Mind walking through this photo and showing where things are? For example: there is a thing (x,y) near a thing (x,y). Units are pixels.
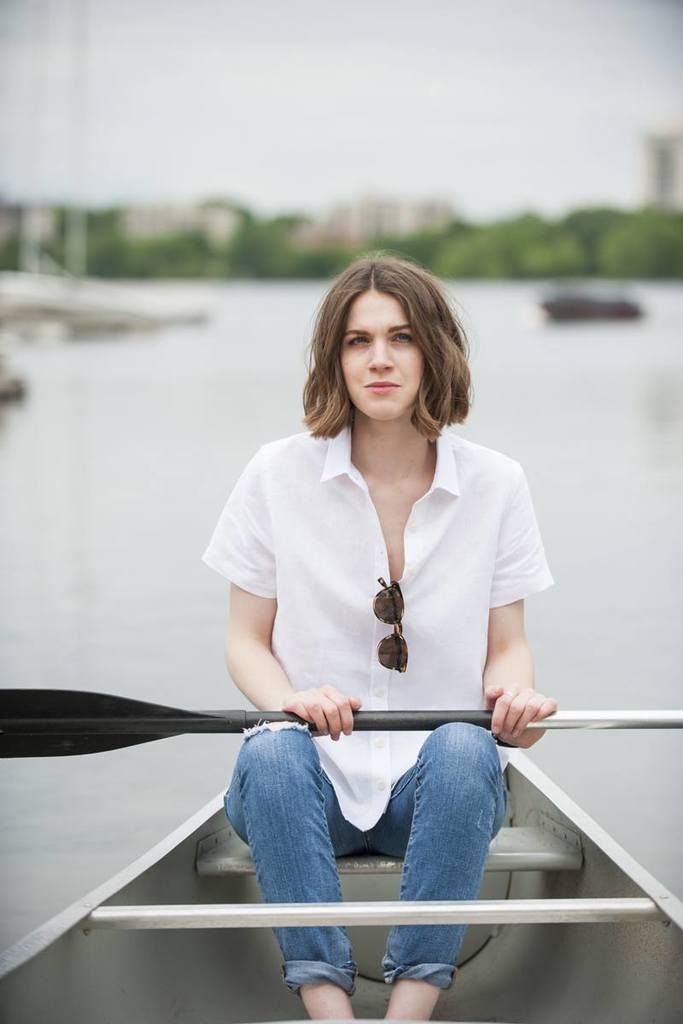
In the picture we can see a woman (356,784) sitting on the boat (356,892) and holding a stick (8,712) to ride it and she is in the white shirt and goggles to it and in the background (149,679), we can see water (268,348) and far from it we can see some trees (114,246), buildings (212,228) and sky (353,184).
